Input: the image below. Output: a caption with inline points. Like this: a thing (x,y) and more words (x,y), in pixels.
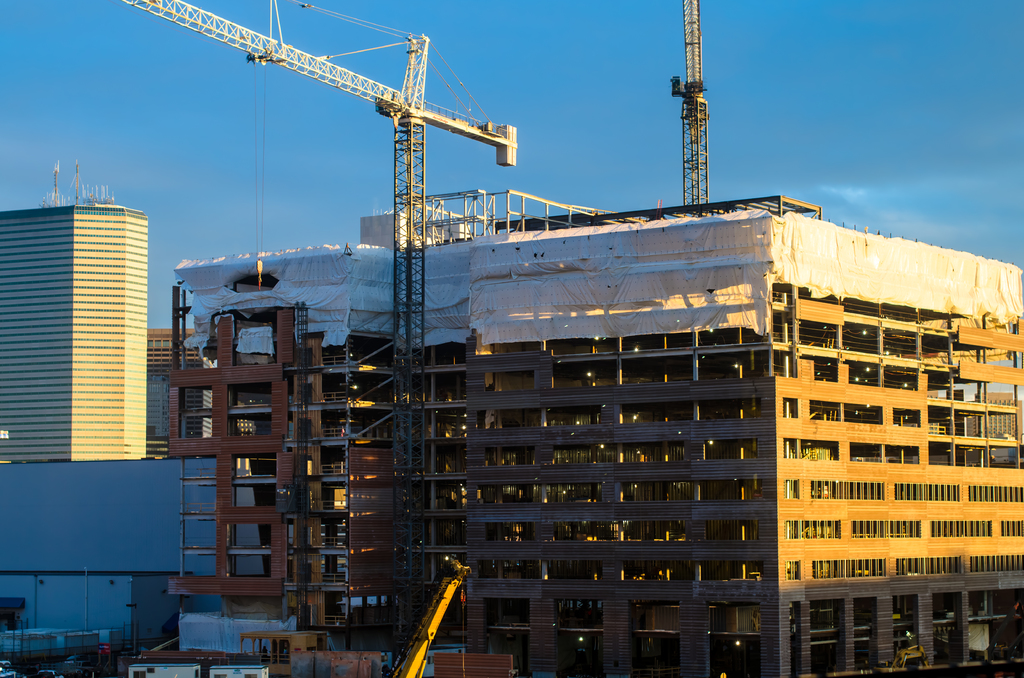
In this image there are buildings (515,487) and we can see cranes (431,631). In the background (608,33) there is sky (593,77).
